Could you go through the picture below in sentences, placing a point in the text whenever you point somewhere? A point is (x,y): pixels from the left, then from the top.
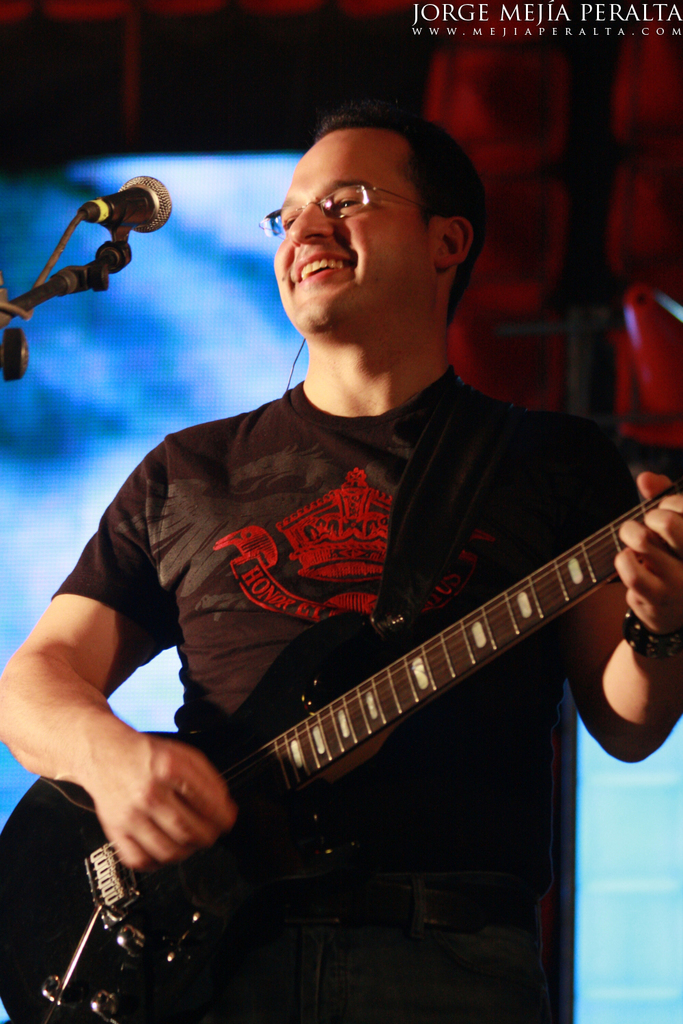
Here we can see a person (395,157) playing a guitar (357,754), smiling and there is a microphone (128,205) present in front of him and we can see a blue color background (70,386).
